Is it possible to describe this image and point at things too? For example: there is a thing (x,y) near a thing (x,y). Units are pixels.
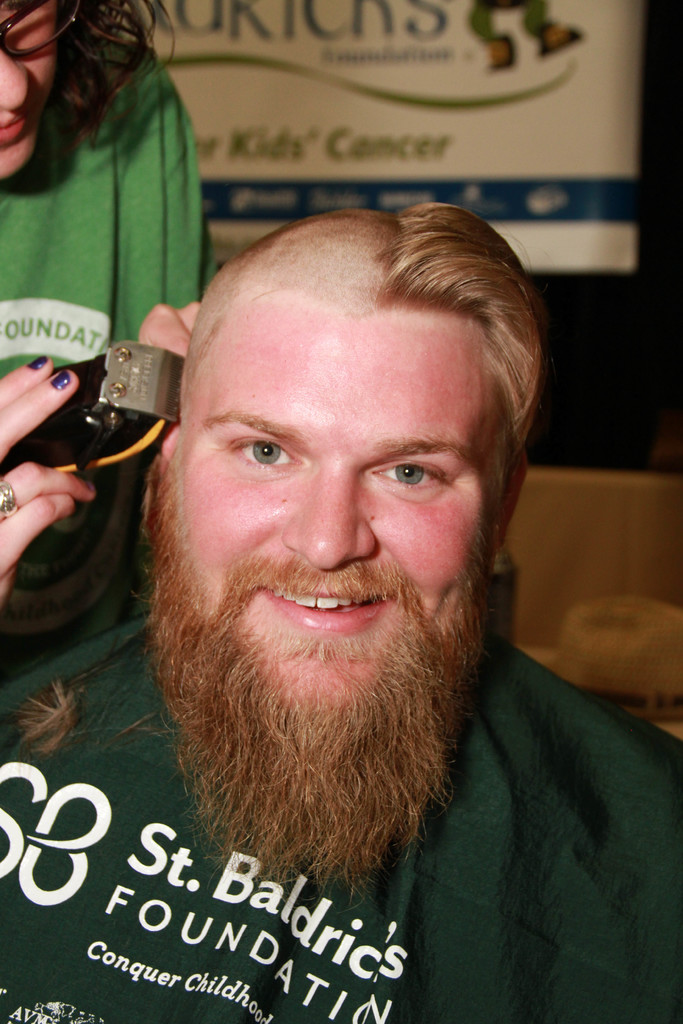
There is a man (245,549) smiling, beside this man (240,560) there is a woman (54,340) holding a electrical device (87,387). In the background (404,145) we can see hat (634,651) on the surface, banner (407,145) and it is dark.
